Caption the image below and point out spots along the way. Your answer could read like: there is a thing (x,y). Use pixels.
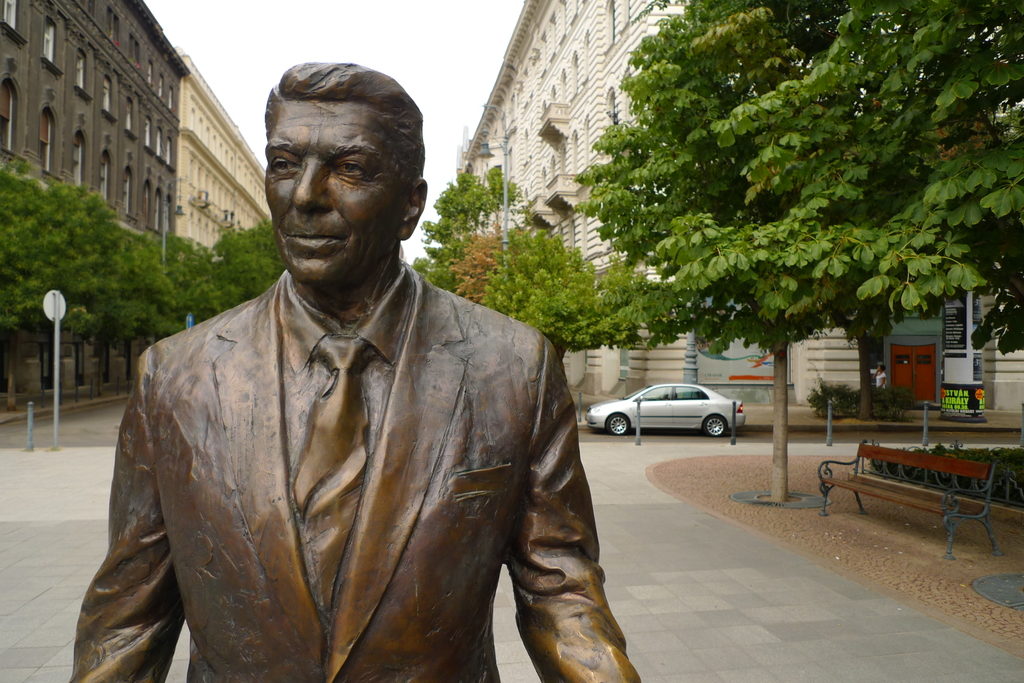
This is a statue (405,372). These are buildings (537,80). In-front of this building (135,169) there are trees (239,252). A vehicle (603,417) on road (609,434). This is bench (953,466).
